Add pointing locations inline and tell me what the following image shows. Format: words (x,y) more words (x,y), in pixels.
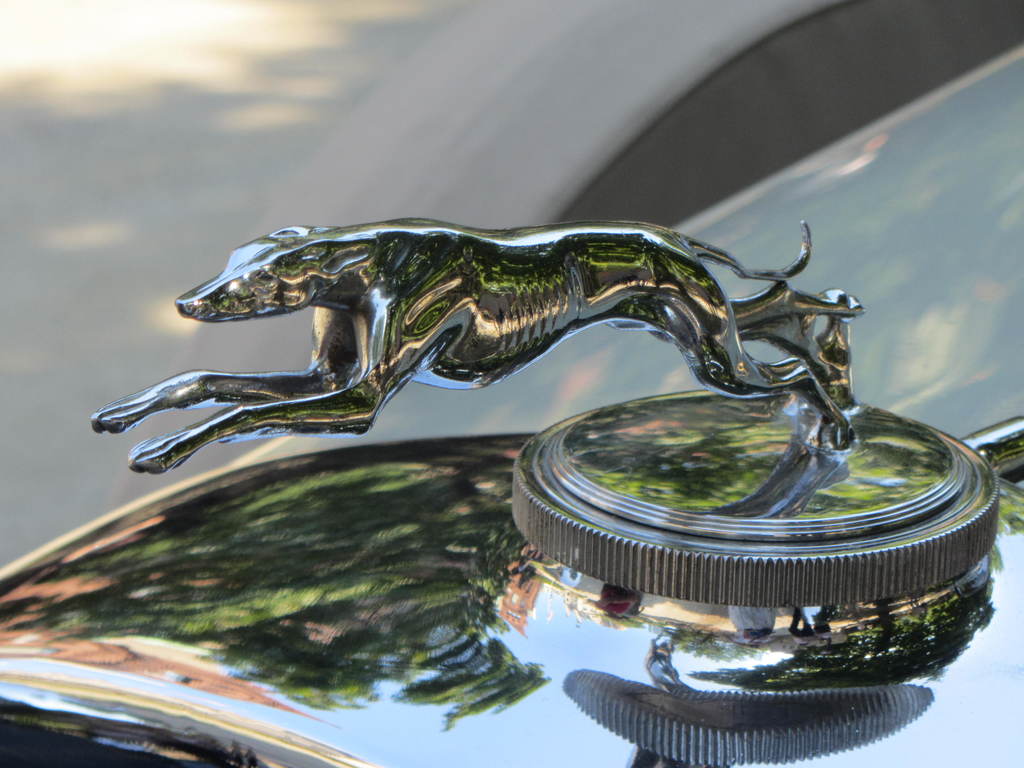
In this picture we can observe a symbol (400,352) of an animal (659,315) on the car (533,579) which is in black color. In the background (364,145) it is completely blur.
